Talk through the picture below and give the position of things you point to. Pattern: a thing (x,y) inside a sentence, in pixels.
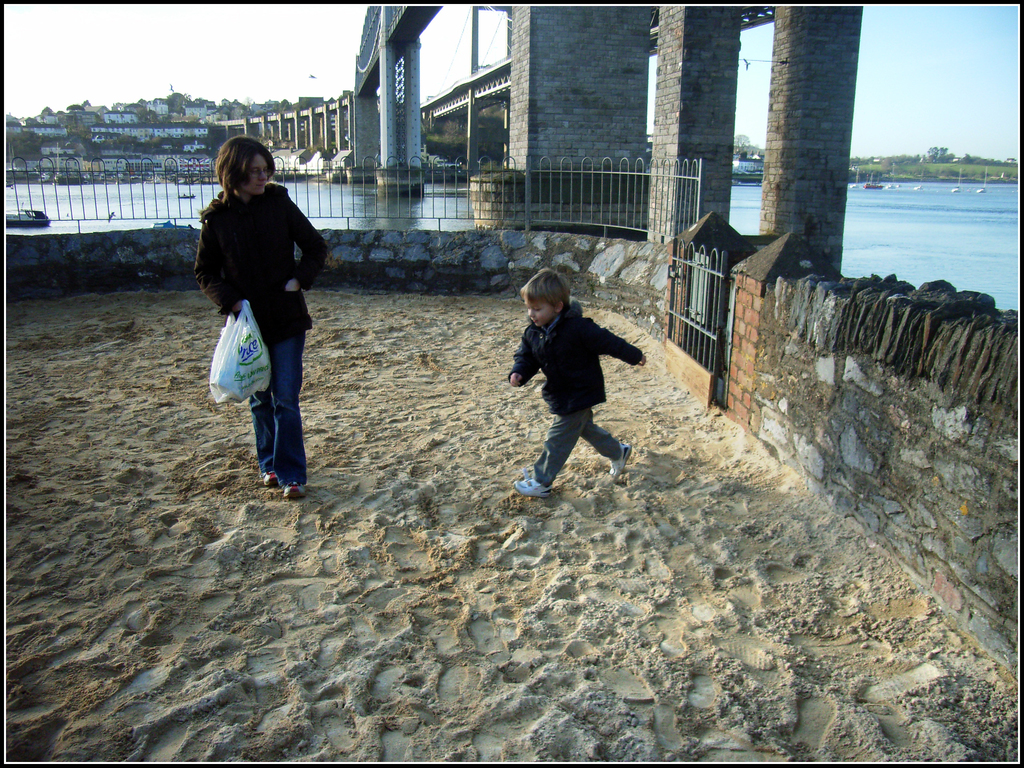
In this image I can see a woman (234,247) and a boy (521,367), I can see both of them are wearing jackets (270,256), shoes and jeans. I can also see she is holding a white colour plastic cover (229,338) and I can see both of them are standing on the sand ground (189,559). In the background (834,213) I can see water (861,272), number of buildings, a bridge (368,94), the sky (653,109), number of trees (923,175) and few boats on the water (413,204).
